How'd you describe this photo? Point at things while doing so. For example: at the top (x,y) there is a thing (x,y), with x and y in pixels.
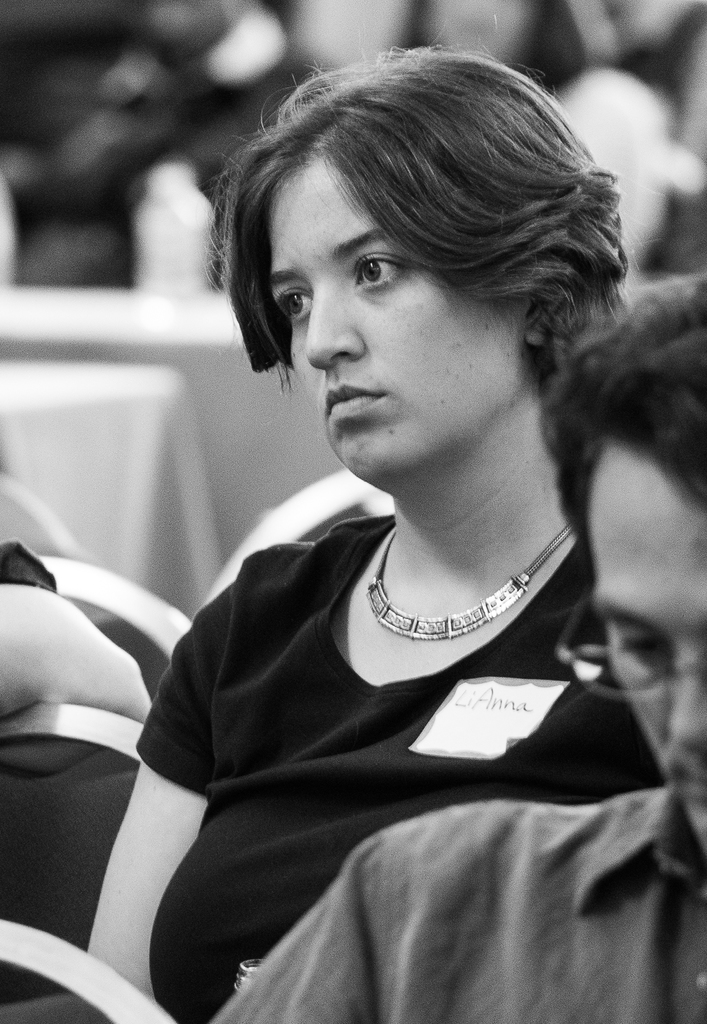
It is a black and white image, there is a woman (289,576) and she is wearing a badge (486,714) to her dress (391,736) and looking at something and in front of the woman (608,767) on the right side (591,643) there is another man (601,857) and his face (639,560) is partially visible, he is wearing spectacles (619,680).
